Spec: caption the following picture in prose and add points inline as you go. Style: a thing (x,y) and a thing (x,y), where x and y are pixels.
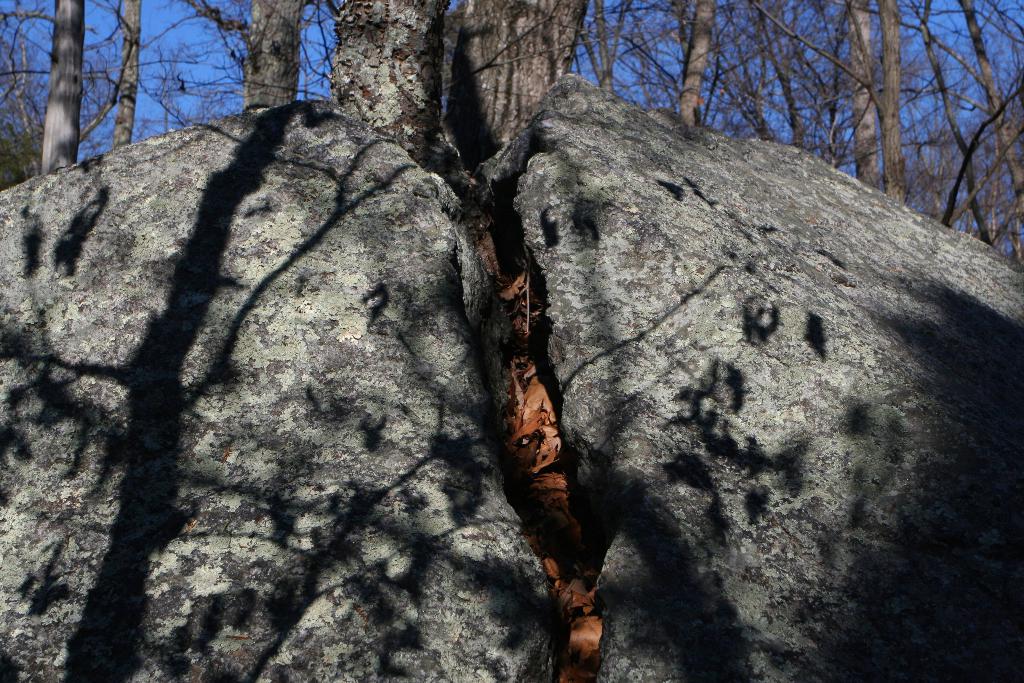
In this image I can see rock (345,416), and dried trees (522,42), I can also see sky (178,37) in blue color.
